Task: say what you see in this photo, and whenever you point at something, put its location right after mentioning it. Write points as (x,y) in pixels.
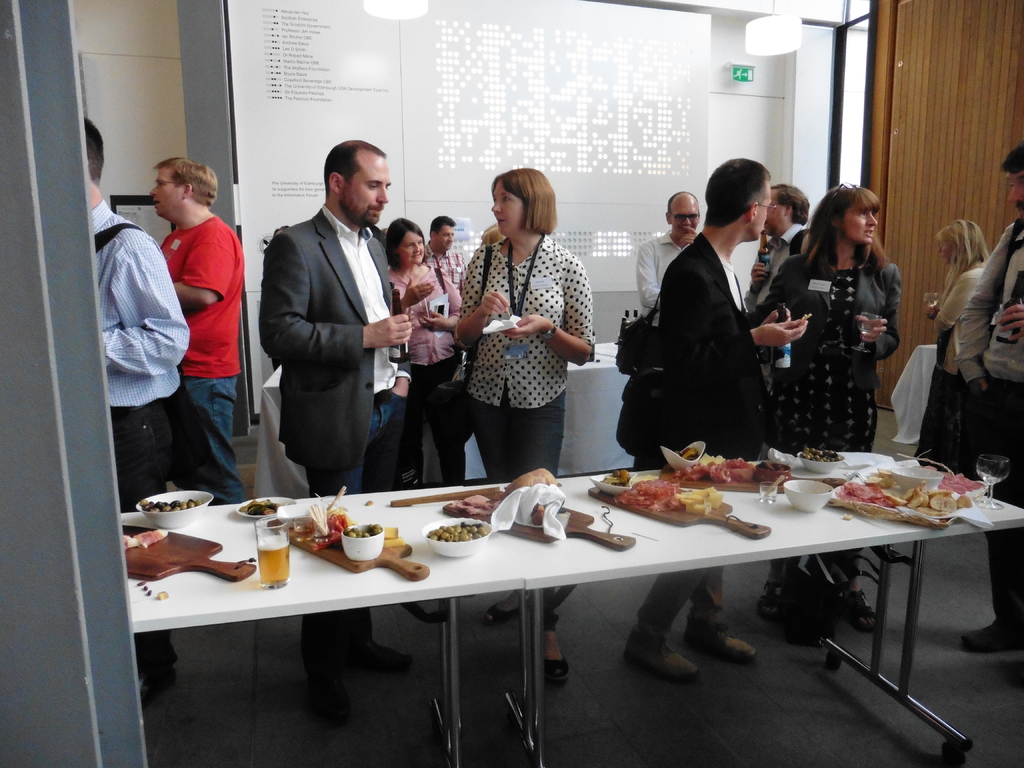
In this there are group of people (501,299) having lunch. There is a dining table (573,509) with different food items (695,470). A man (351,461) in suit (352,291) is holding a wine bottle (395,313). A woman (469,323) beside him is talking to him. And there are few people (200,208) behind them. There is a wall (423,127) with a good design (505,96) and there are lights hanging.
